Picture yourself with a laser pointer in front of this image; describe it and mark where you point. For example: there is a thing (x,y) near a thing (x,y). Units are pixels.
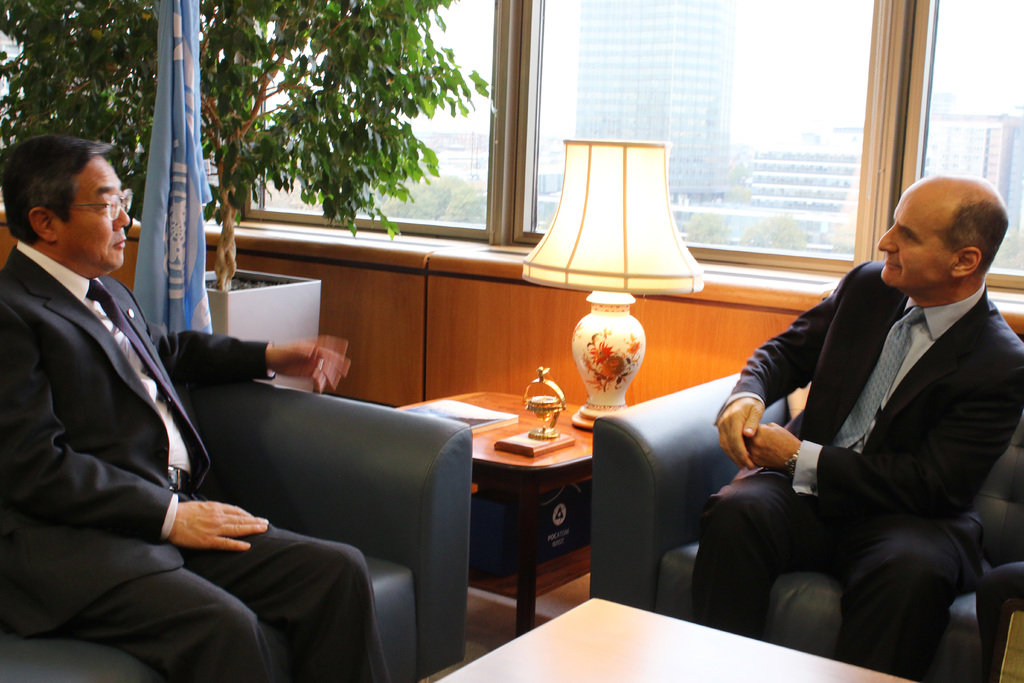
Here we can see two persons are sitting on the chairs (295,505), and in front here is the table (466,396) and some objects (546,381) on it, and here is the tree (341,215), and here is the lamp (551,270), and at back (793,80) here is the glass window (653,133).
